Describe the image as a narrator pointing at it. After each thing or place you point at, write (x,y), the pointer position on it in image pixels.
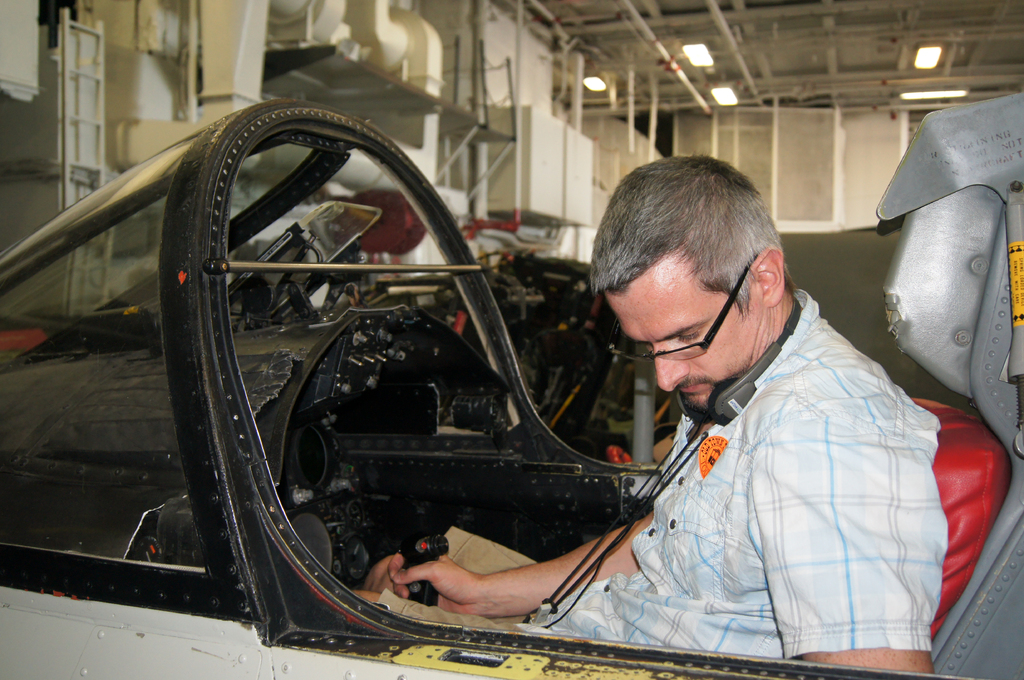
In this image, we can see a person (584,583) is sitting inside the vehicle (1005,625) and holding a black object (427,595). Background we can see lights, rods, pipes (653,131) and few objects (581,142).
